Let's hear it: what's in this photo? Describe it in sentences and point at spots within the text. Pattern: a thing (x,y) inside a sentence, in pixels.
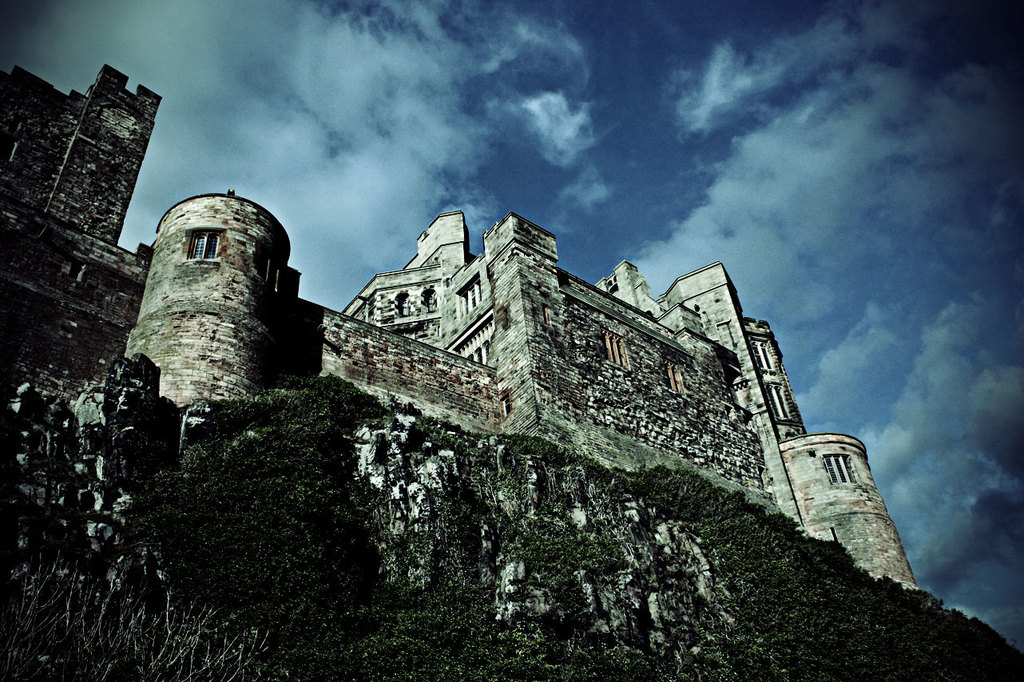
In the center of the image (657,341) there is a stone structure (444,399) on the mountain (530,453). At the top of the image (542,132) there is sky (464,125) and clouds (303,93).
